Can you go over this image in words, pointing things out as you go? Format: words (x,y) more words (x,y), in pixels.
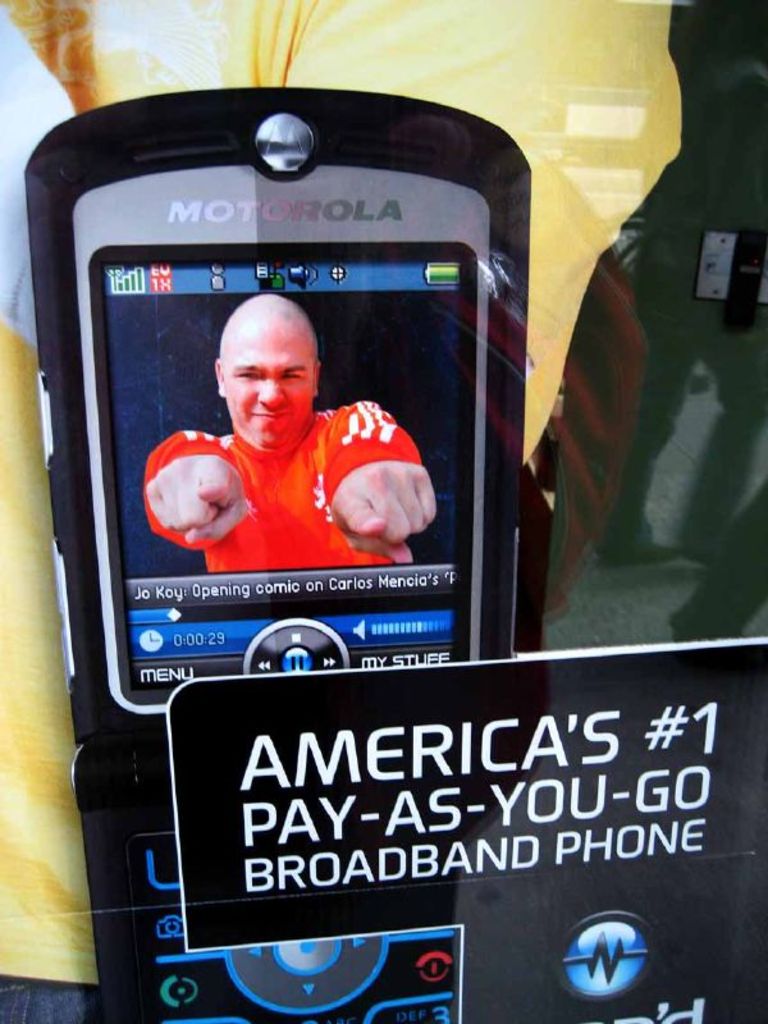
In this image we can see a mobile phone (318,397) in that one person (297,556) is there and some text (427,737) was written on the image.
